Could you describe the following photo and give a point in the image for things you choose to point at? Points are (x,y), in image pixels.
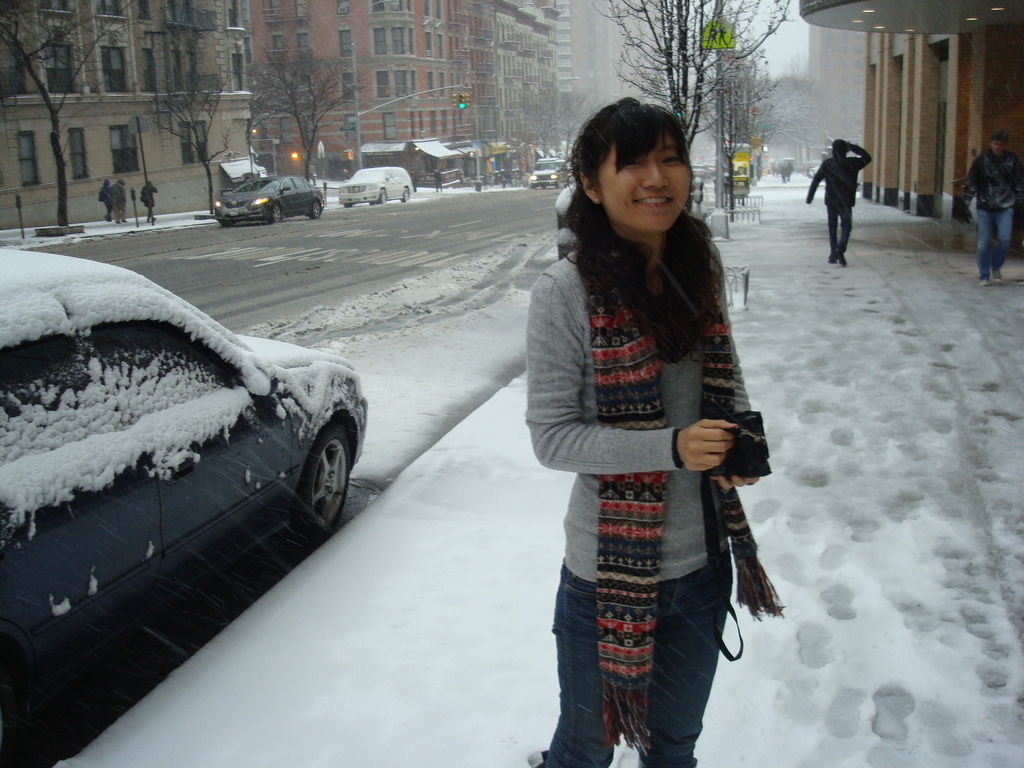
In front of the image there is a woman (651,484) standing with a smile on her face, behind the woman (696,387) on the pavement (835,278) there are a few people (844,194) walking, beside the pavement (825,230) there are vehicles (118,392) passing on the road (461,221), on the either side of the road (332,237) there are trees (303,84), buildings (237,127), traffic lights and sign boards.
